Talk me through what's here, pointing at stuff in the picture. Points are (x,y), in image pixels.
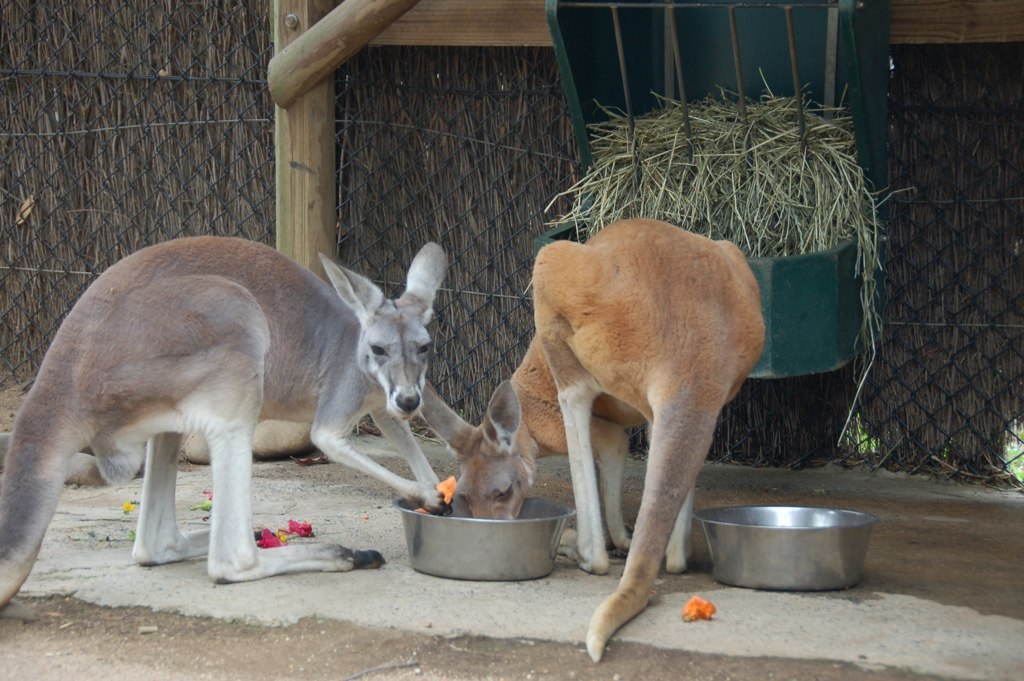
In the image there are two kangaroos (510,492) eating some food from a dish (497,540) and behind the kangaroos (703,268) there is a grass (716,182) kept in a basket (636,98) and behind that there is a mesh (413,193).
